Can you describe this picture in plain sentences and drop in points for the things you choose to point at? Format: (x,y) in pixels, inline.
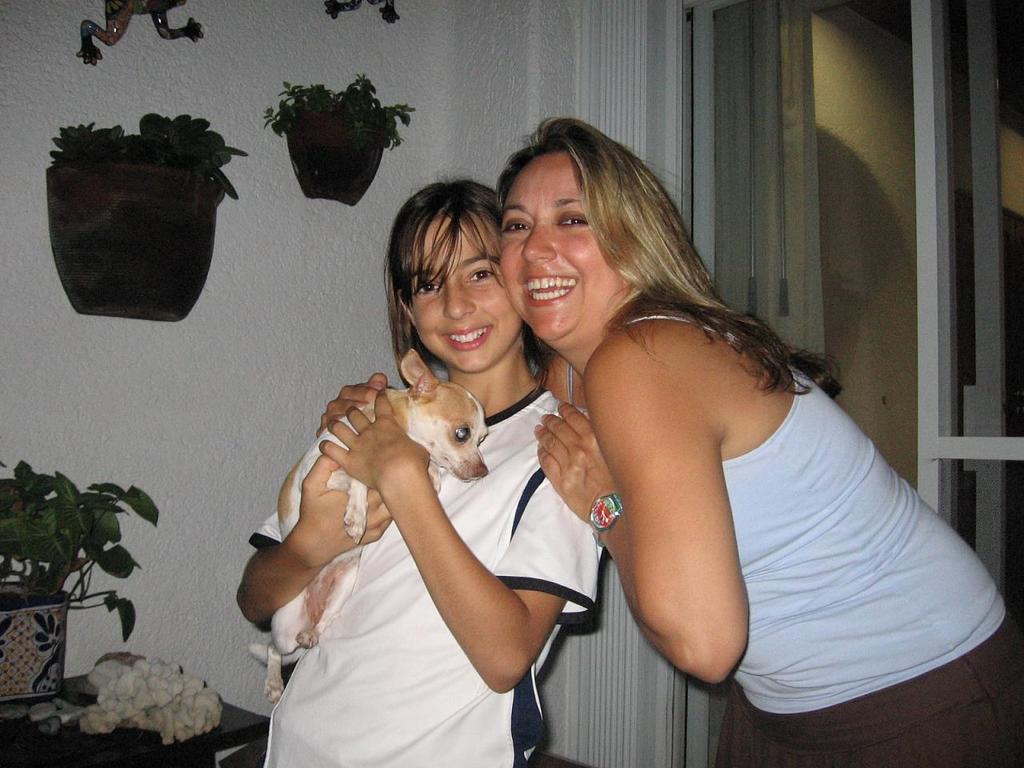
On the background of the picture (376,54) we can see a wall (245,51) in white colour and there are few showpieces (123,245) over the wall (126,57). And at the left side of the picture (91,739) we can see a table (124,735) and house plant (93,516) on it. This is a door (815,269). In front of a picture we can see a women (634,471) and a girl (506,453) holding a beautiful and pretty smile on their faces (463,345). This girl (498,377) is holding a puppy (359,538) in her hands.
